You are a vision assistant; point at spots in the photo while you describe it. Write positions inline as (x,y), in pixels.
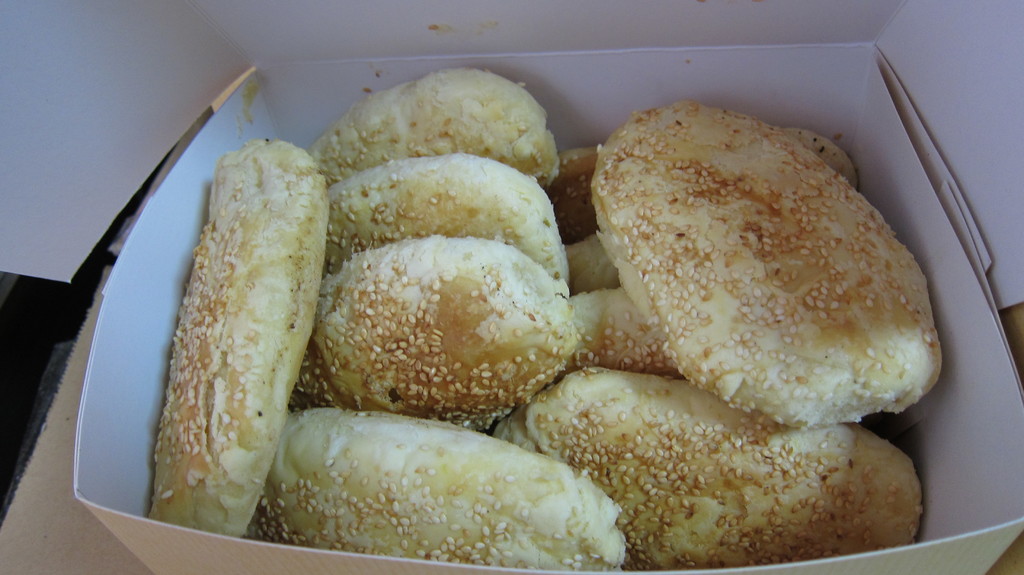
In this image, we can see snacks (300,329) in the box (99,488) and at the bottom (50,508), there is table (33,479).
